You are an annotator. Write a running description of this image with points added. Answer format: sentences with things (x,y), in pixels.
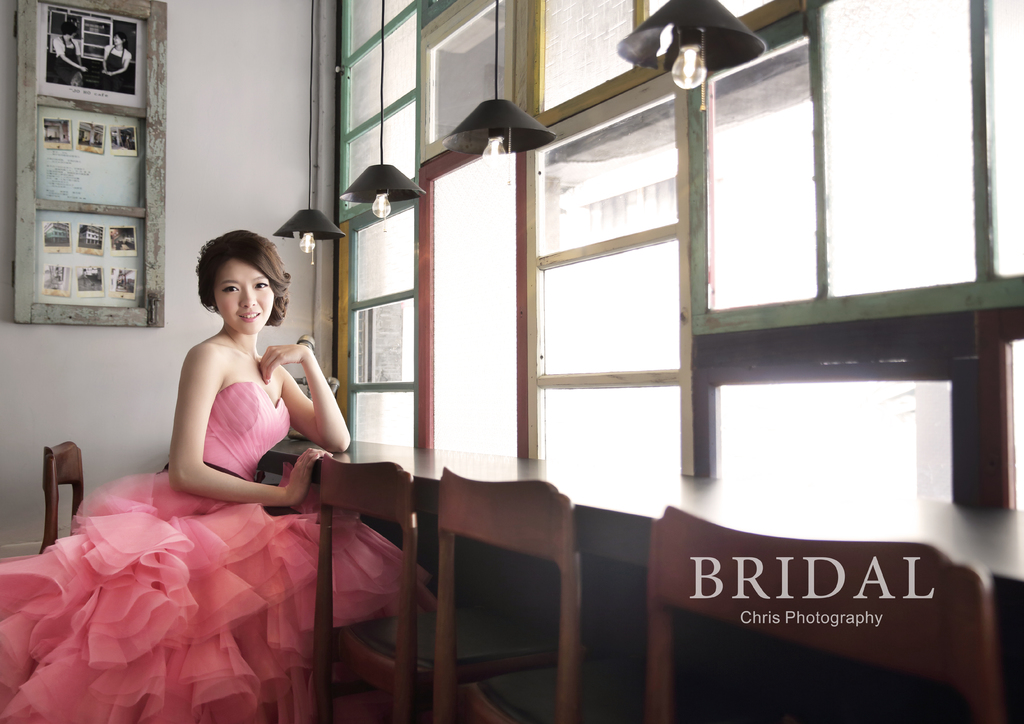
A lady (213,468) wearing a pink gown (159,550) is sitting on a chair (79,471). There are many chairs (406,601), tables (675,482). There are hanging bulbs (443,139). On the side there are glass window (517,267). In the back (189,179) there is wall (216,76). On the wall (1,44) there is a frame (83,152) with notices (82,146).
